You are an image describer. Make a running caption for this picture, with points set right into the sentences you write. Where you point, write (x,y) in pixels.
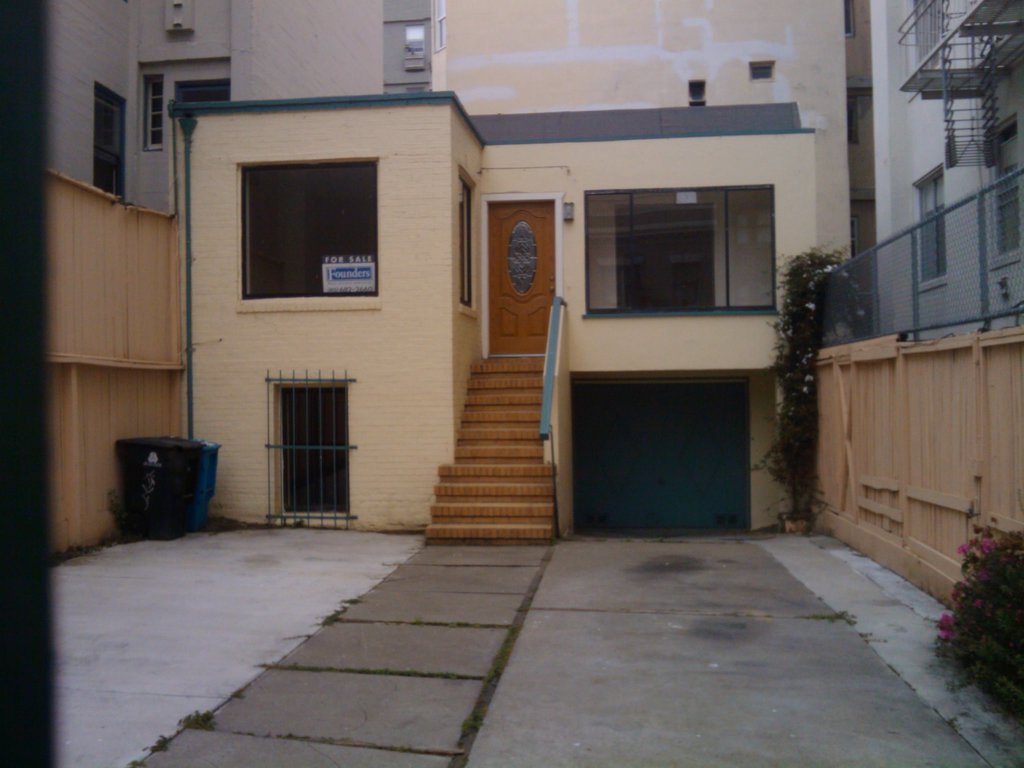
In the picture we can see a building (694,238) with a step (481,396) and the railing (552,339) and a door (554,274) and we can also see a window (635,231) and beside to the building (473,302) we can see some building walls (934,316) with railings (876,269) and behind it also we can see a building (978,323), and to the path (470,698) we can see tile (315,760) and plants (971,606).
